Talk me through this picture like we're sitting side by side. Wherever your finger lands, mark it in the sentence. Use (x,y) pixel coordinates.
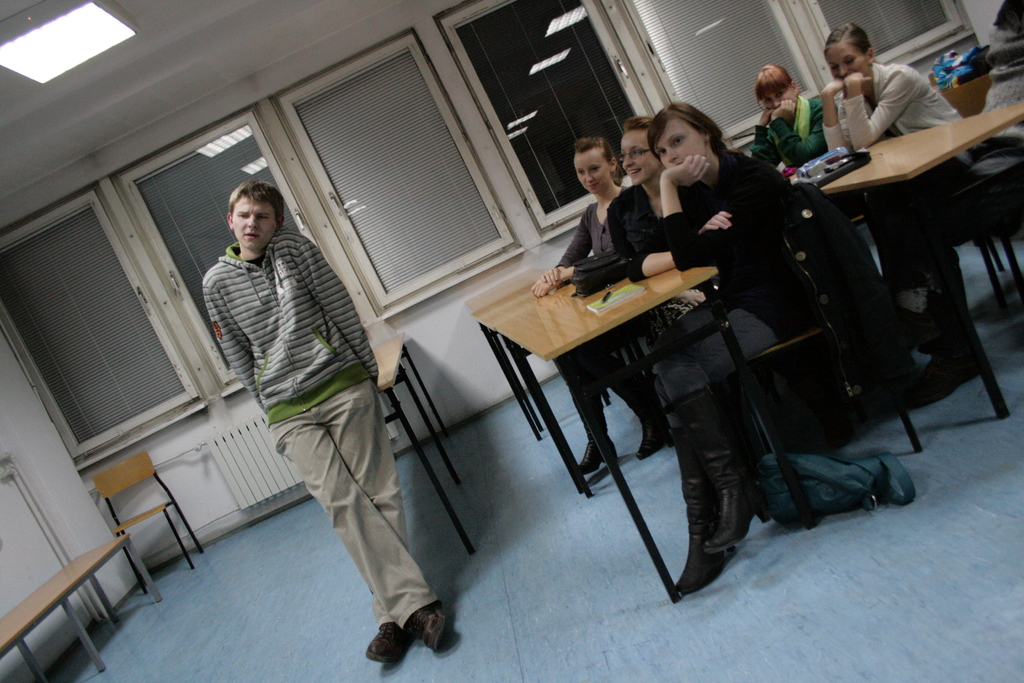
In this picture there are so many people (697,309) sitting on a bench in front of them there is a table (525,314) on the table (540,329) we have some books (626,299) pens (610,296) one person (332,394) is standing at the left side (98,590) we have one more chair (148,517) and bench (113,539).
